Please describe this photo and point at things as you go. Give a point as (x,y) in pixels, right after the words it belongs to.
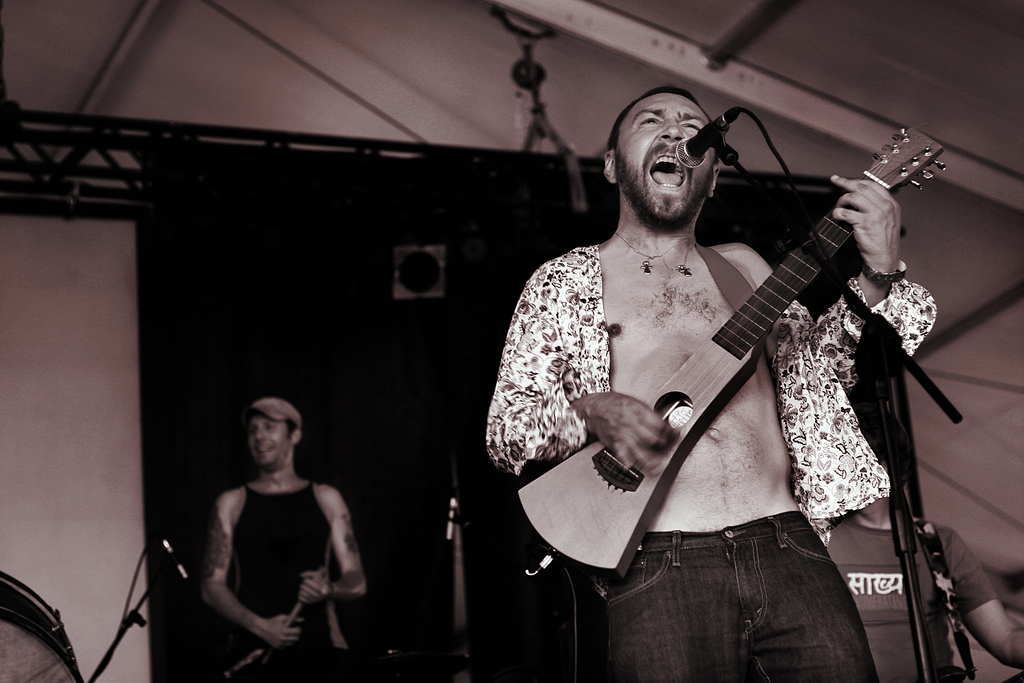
A person (714,317) is singing on mic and playing guitar (614,498). Behind him there are few people (321,536) playing musical instruments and a banner (10,544).
